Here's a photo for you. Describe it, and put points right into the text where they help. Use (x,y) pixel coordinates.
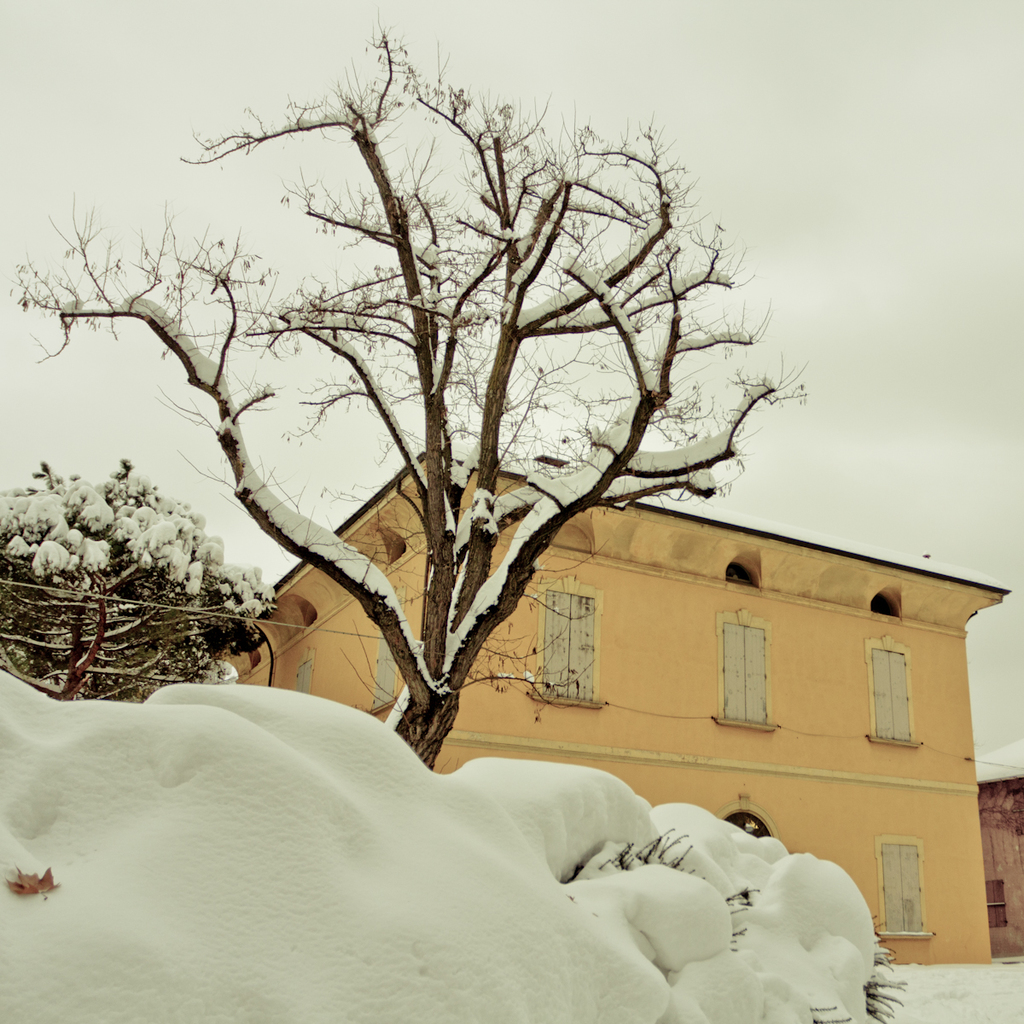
In this image, I can see a house (711,670) with windows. There are trees (158,664) and the snow (436,889). In the background (314,348), I can see the sky (605,80).
